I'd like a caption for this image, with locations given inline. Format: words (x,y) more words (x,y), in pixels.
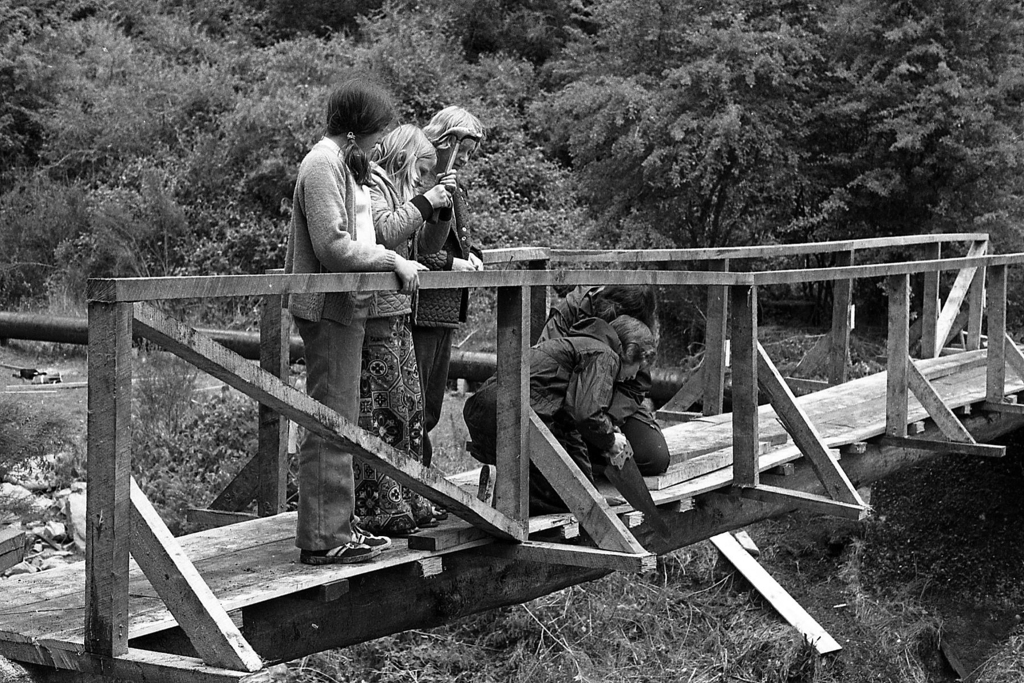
In this image there are few persons (424,414) standing on the wooden bridge (434,490) having fence (501,410). A person (577,414) is sawing the wood (633,517) with the hand saw (633,491). Background (207,443) there are few plants (195,457) and trees (910,153).
